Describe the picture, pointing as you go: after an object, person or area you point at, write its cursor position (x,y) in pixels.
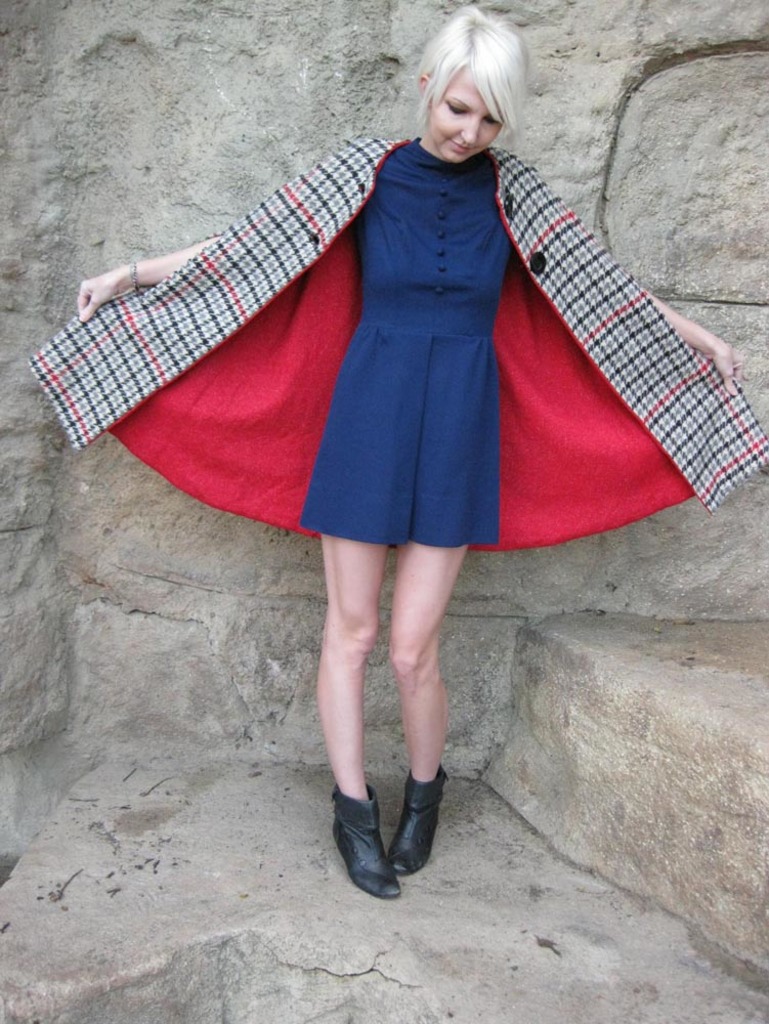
In the picture I can see a woman (413,473) is standing and holding the coat (618,376) in hands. The woman (418,360) is wearing blue color dress (431,418) and black color shoes (381,865). In the background (156,189) I can see a wall (154,144).
